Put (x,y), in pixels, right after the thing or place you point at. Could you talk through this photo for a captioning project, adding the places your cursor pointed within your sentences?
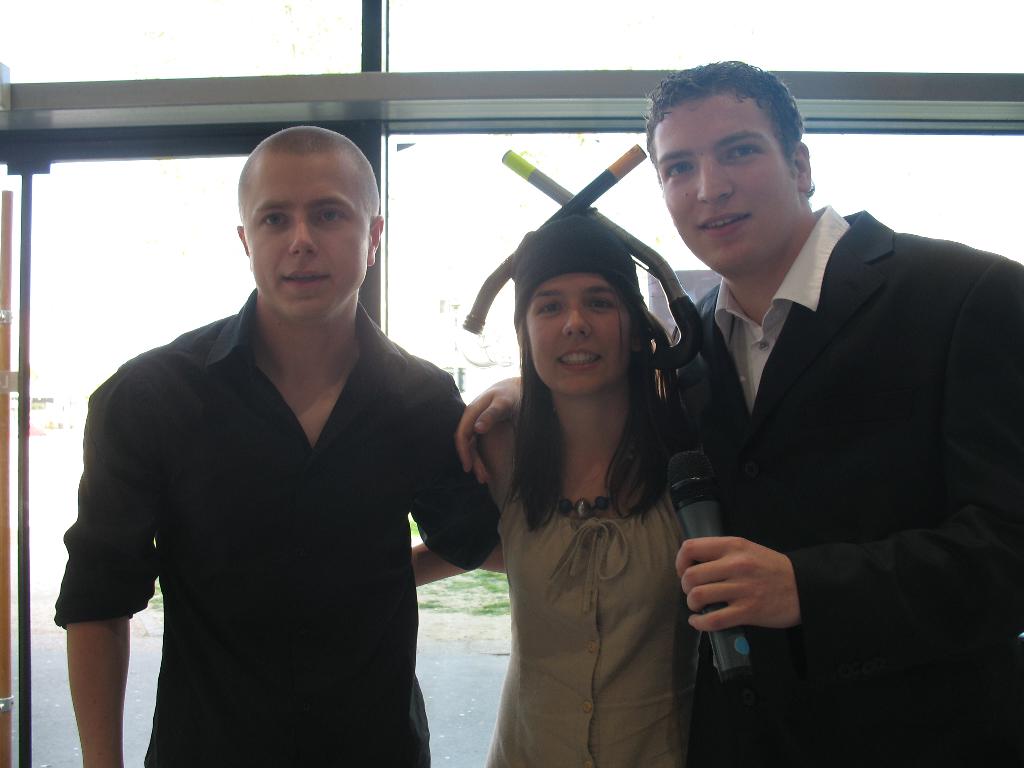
Here I can see three persons (388,420) standing, smiling and giving pose for the picture. The man (727,267) who is on the right side (878,533) is holding a mike (696,516) in the hand (710,577). At the back of these people (856,281) there is a glass (119,258).
